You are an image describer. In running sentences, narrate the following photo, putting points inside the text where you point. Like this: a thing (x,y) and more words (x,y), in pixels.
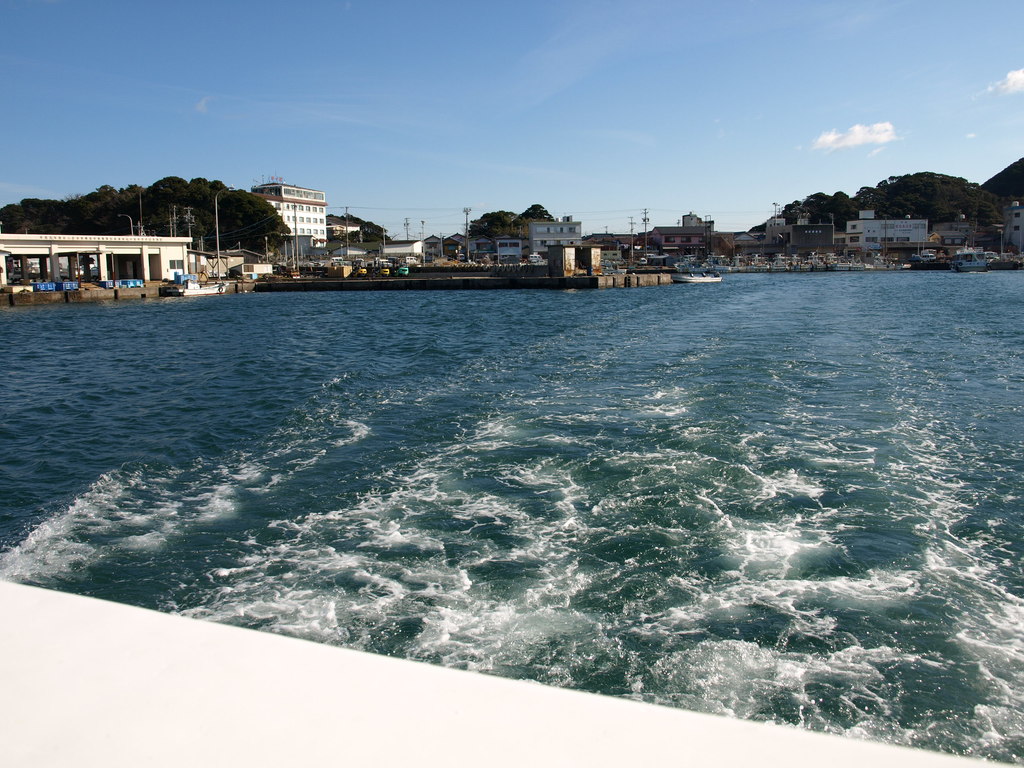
In this image I can see a water (497,401). Back I can see buildings (385,250), trees (523,233), light-poles (224,191) and current poles (190,217). I can see mountains (925,203). The sky (457,103) is in blue and white color.
